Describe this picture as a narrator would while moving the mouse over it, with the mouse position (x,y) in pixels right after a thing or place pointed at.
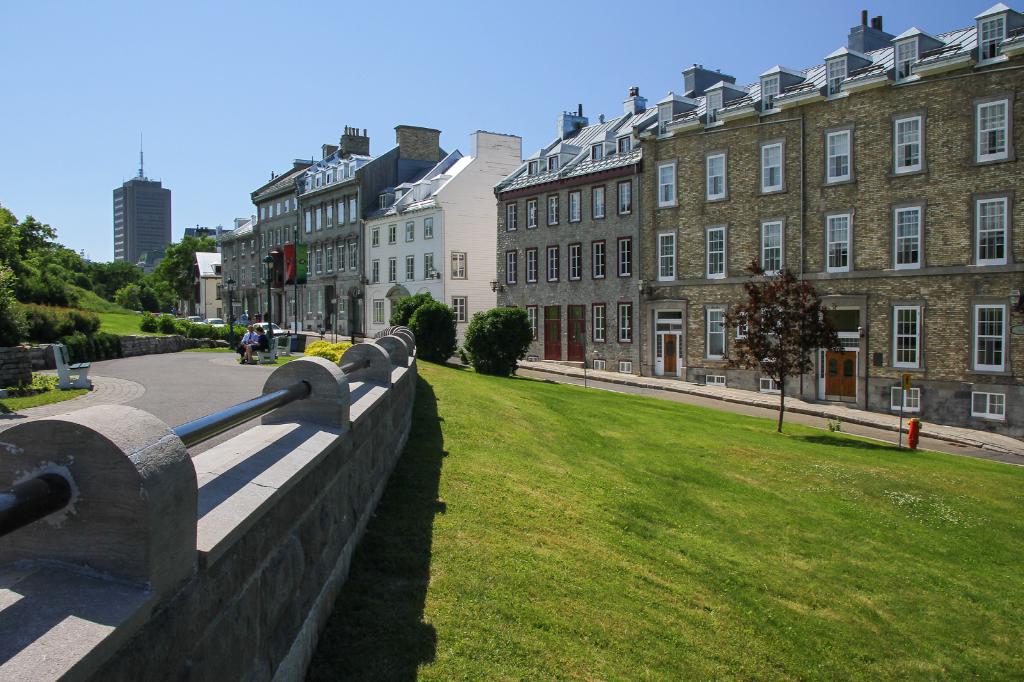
In this image we can see a group of buildings (479,311) with windows (458,317). We can also see the flags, a group of trees (430,325), plants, grass (566,457), the fire hydrant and some vehicles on the pathway (970,448). On the left side (285,379) we can see two people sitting on a bench (258,360), a fence (244,456) with some metal poles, an empty bench (60,371) and the sky (294,38) which looks clear.
